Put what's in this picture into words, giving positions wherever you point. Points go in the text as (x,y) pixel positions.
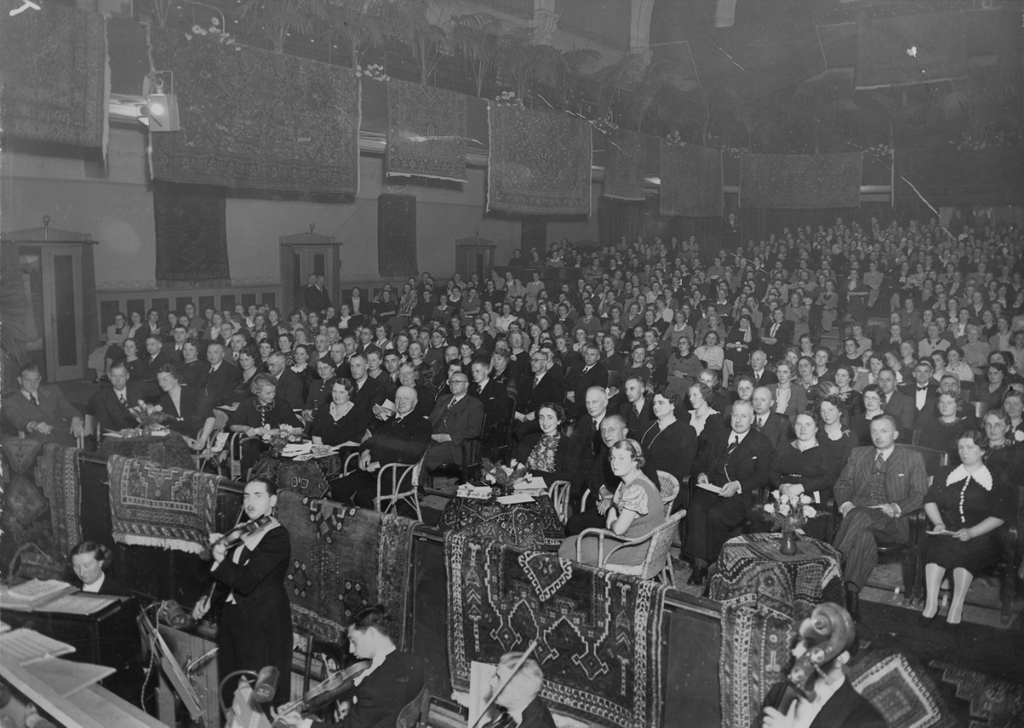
In this image we can see a black and white picture of a group of people (369,399) sitting on chairs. to the right side of the image (802,564) we can see a flower vase (792,506) placed on a table (778,593). A person (269,610) is standing and holding a violin (244,538) in his hand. group of clothes (401,636) is placed on the wall (692,629). In the background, we can see a group of trees (639,74) and lights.
